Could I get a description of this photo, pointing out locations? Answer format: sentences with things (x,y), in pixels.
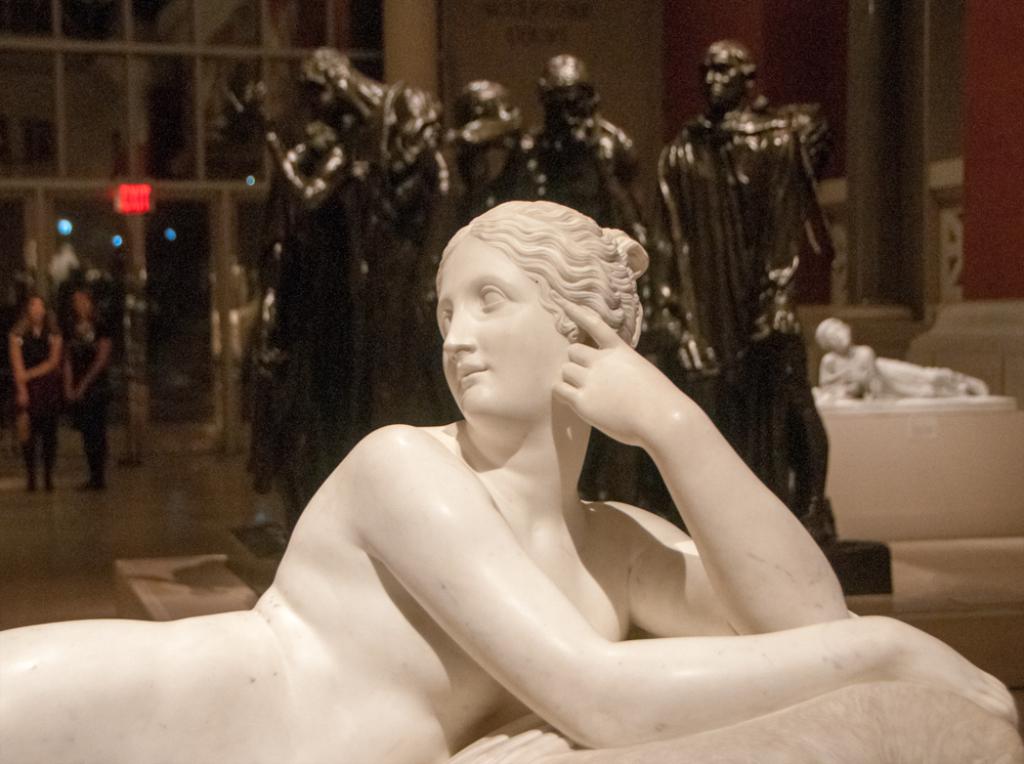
In this image there are a few sculptures (503,489) and two people (47,388) inside the building (217,294), there is a sign board (138,203) attached to the glass door (135,231).
